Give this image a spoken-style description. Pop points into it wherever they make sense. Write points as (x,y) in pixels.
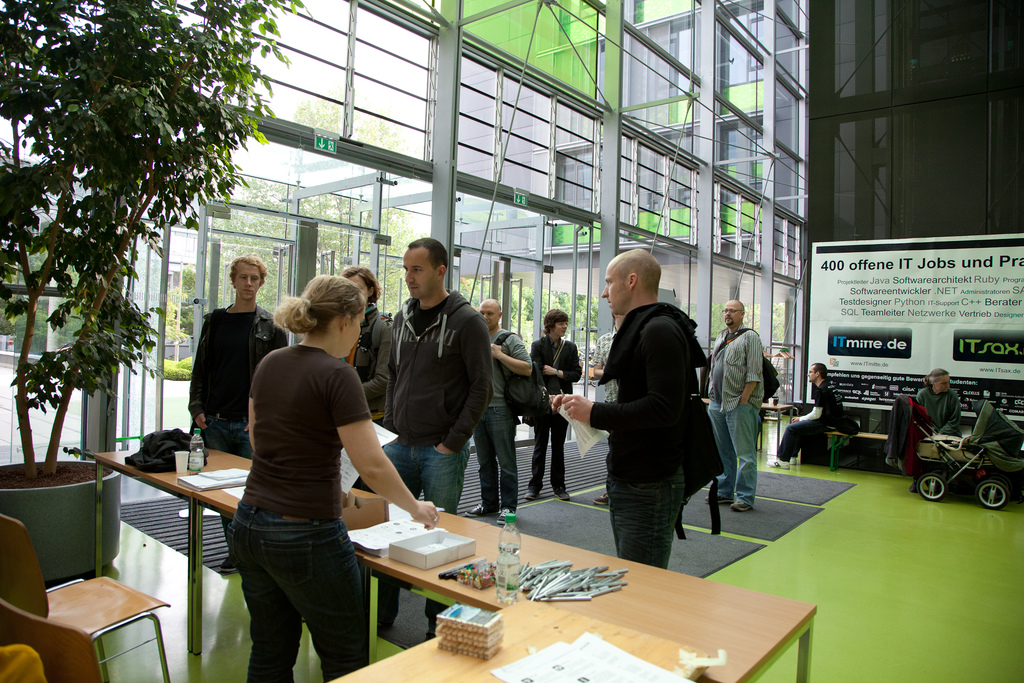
there are so many people (230,307) standing on a room (854,677) in front of them there is a table (711,619) and a big plant (144,335).
